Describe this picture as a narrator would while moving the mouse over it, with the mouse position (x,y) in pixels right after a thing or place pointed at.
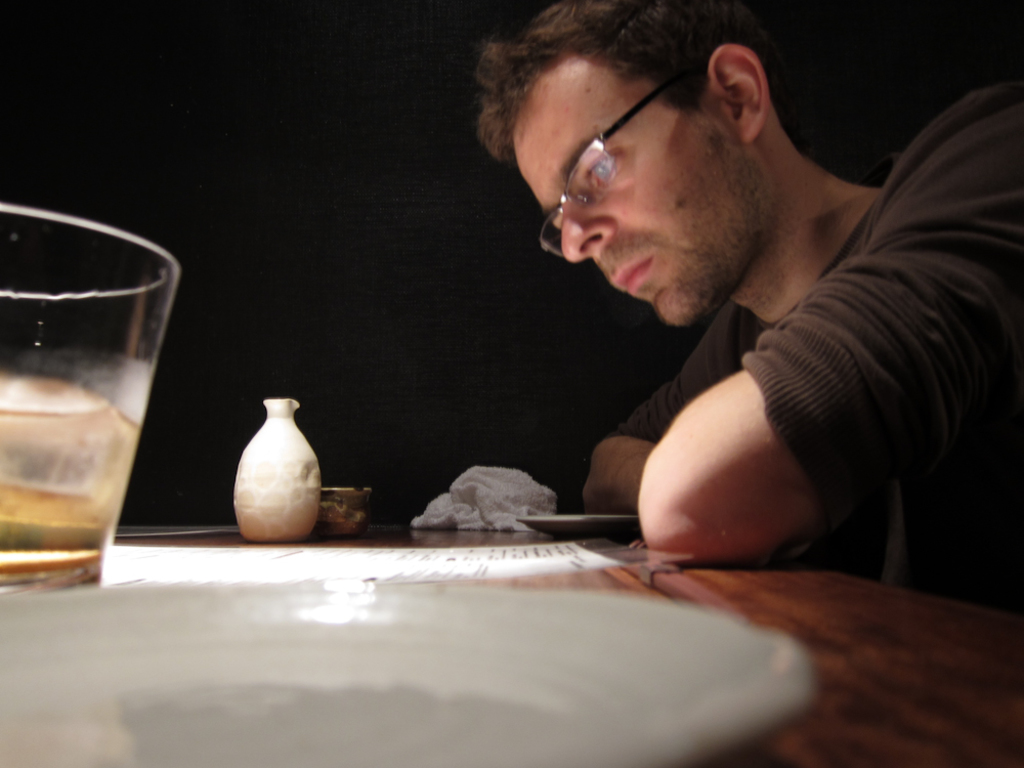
As we can see in the image there is a man (854,342) and table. On table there is a glass (51,388).
